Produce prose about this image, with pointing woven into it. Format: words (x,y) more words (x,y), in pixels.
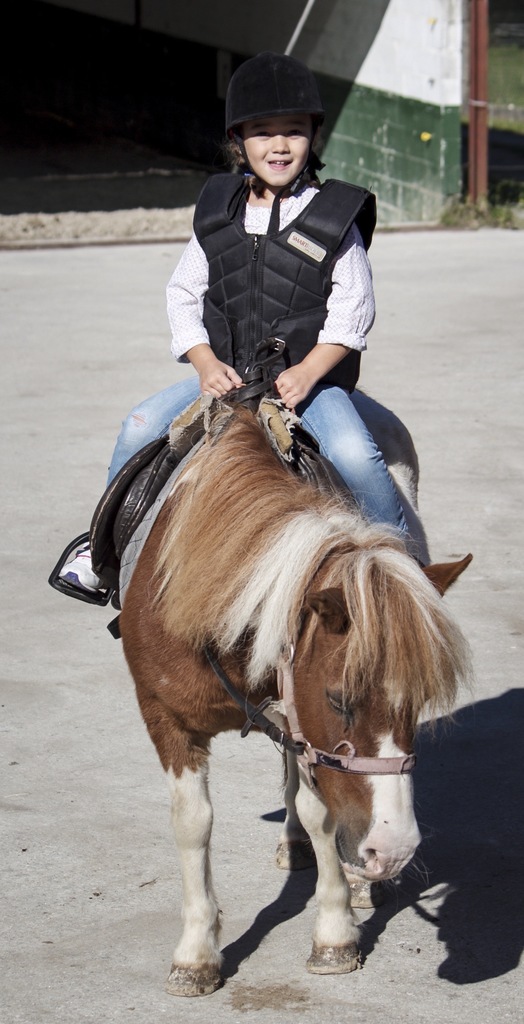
In this picture there is a kid (307,256) wearing black helmet (290,84) is sitting on a horse (293,556) and there is a wall (452,79) and a pole (471,114) in the background (416,72).
